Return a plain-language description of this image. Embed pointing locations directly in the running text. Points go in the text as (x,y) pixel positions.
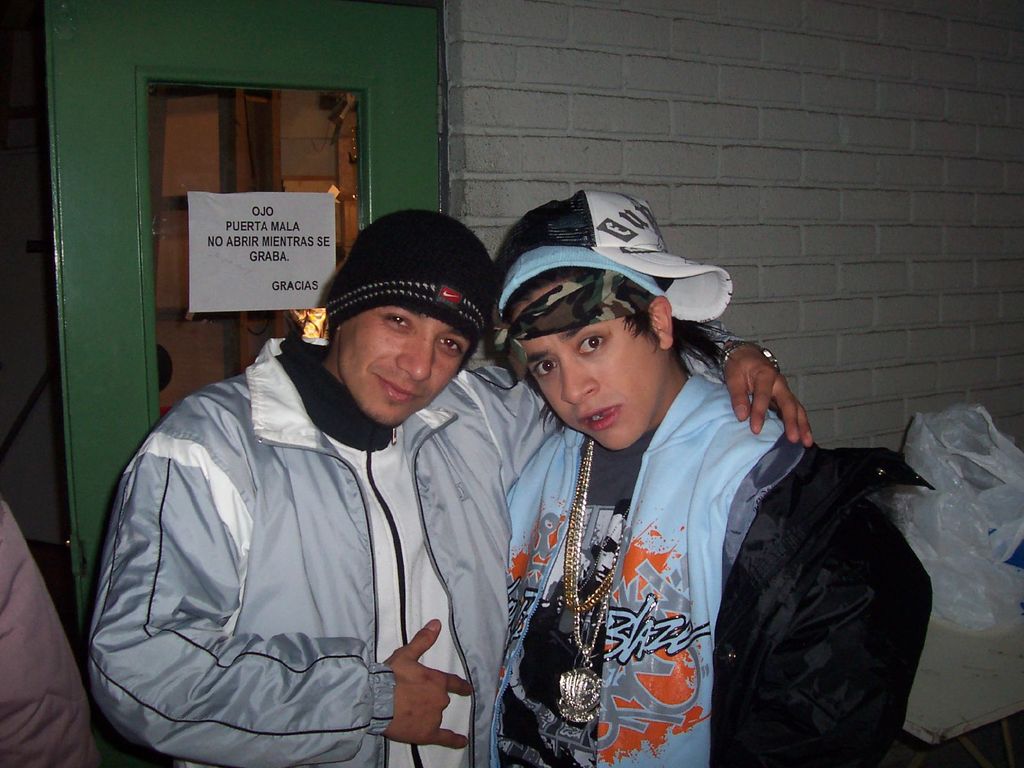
In this image I can see two persons (485,590) wearing jackets (411,561) and caps (532,250) are standing. In the background (326,58) I can see the green colored door (308,54), a paper (261,203) attached to the door (255,57), the white colored wall (728,164) and a plastic bag (958,541).
